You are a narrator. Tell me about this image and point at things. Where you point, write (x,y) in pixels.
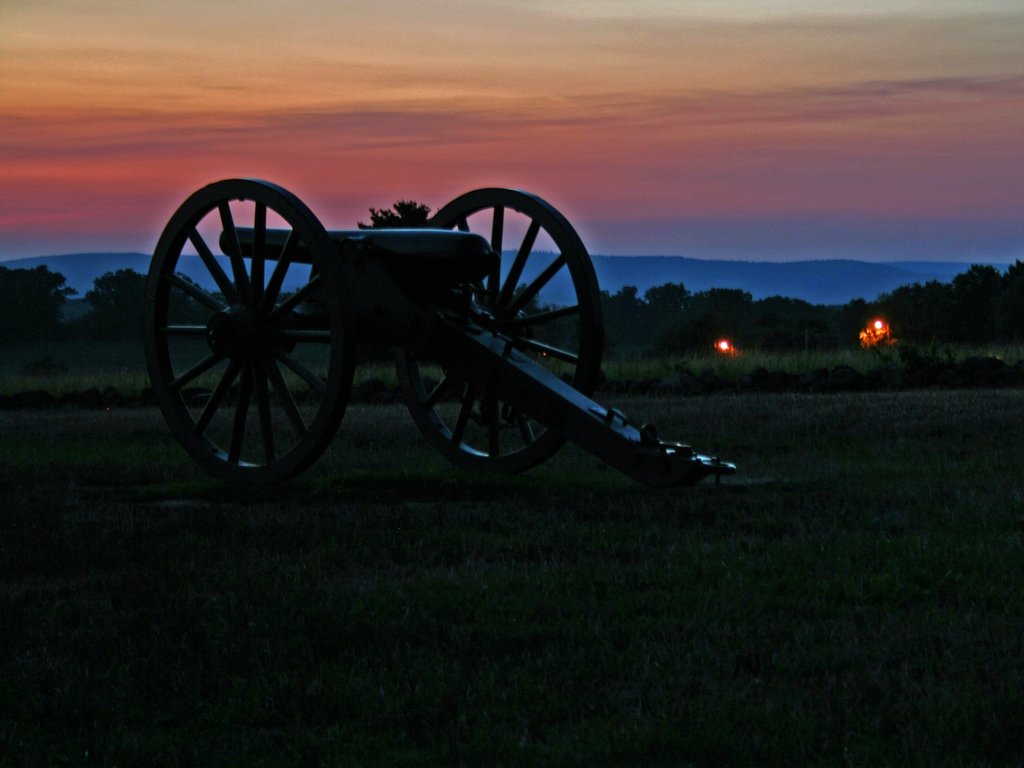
there is a cannon (314,298) in the center of the image (418,264) on the grassland (566,365) and there are lights (728,345) and trees (800,337) in the background area (758,319), there is sky (21,254) at the top side of the image (621,127).
